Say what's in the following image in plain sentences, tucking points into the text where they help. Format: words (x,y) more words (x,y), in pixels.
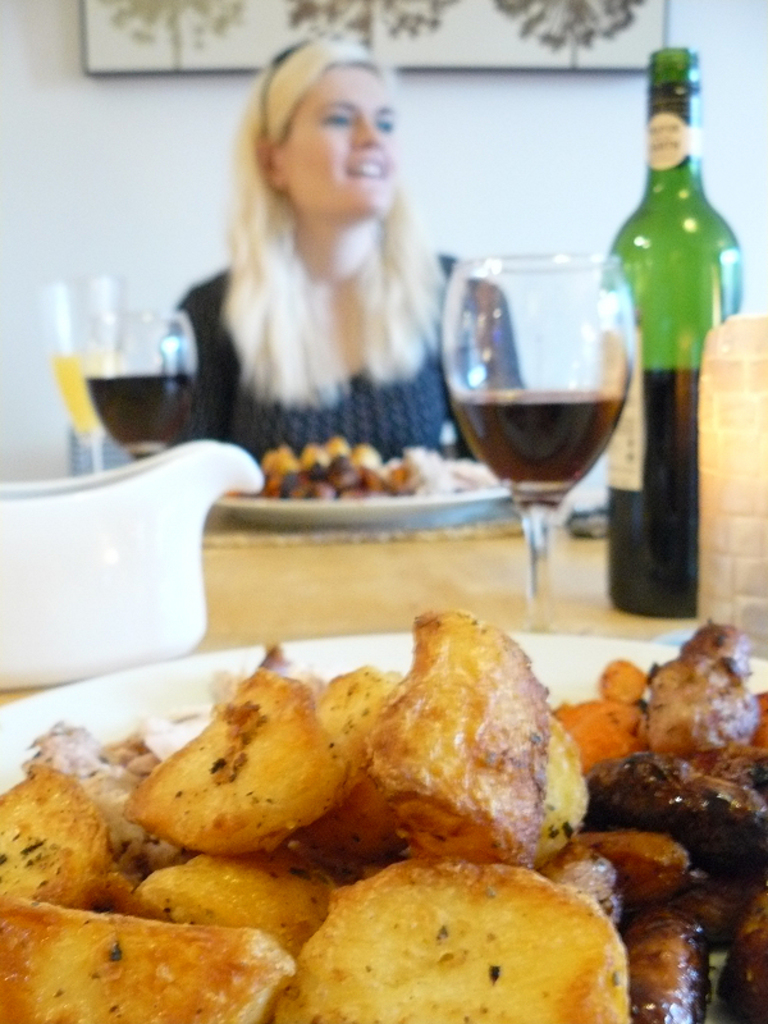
In this image there are some food items (360,841) at the foreground of the image (331,740) and at the background of the image (387,378) there is a lady person (366,362) sitting on a chair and there are wine bottle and glasses (522,285).
